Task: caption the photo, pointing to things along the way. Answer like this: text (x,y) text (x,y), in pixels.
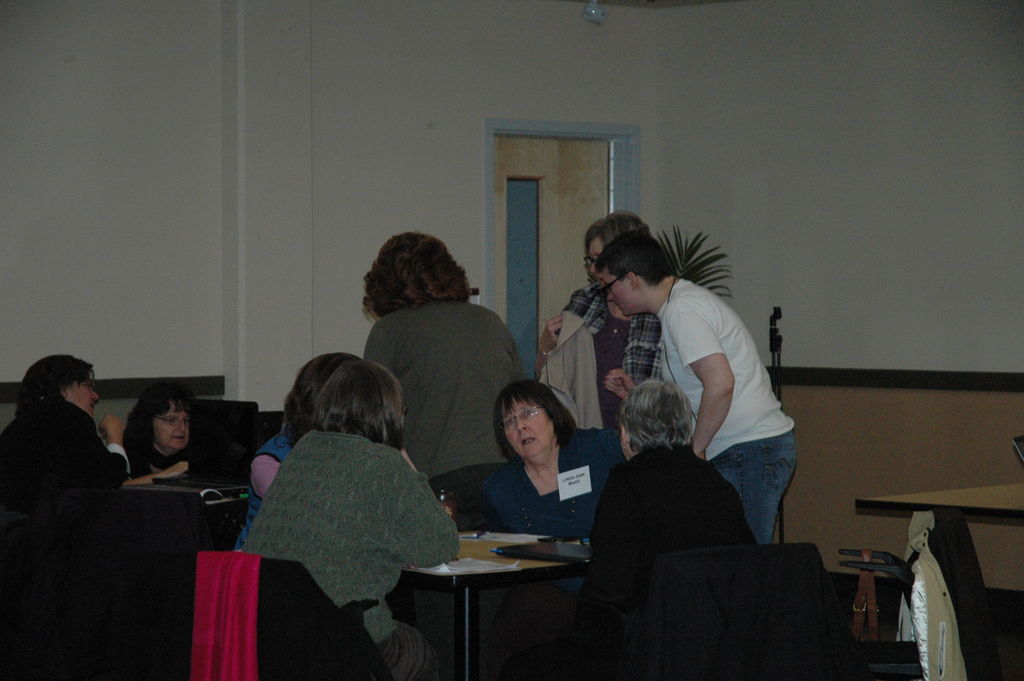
In this image there are persons (530,523) sitting and standing. In the background (549,187) there is a door (566,198) and there is a plant (705,263). On the right side (954,498) there is an empty table (997,495) and in the front (743,626) there are clothes (206,623).
